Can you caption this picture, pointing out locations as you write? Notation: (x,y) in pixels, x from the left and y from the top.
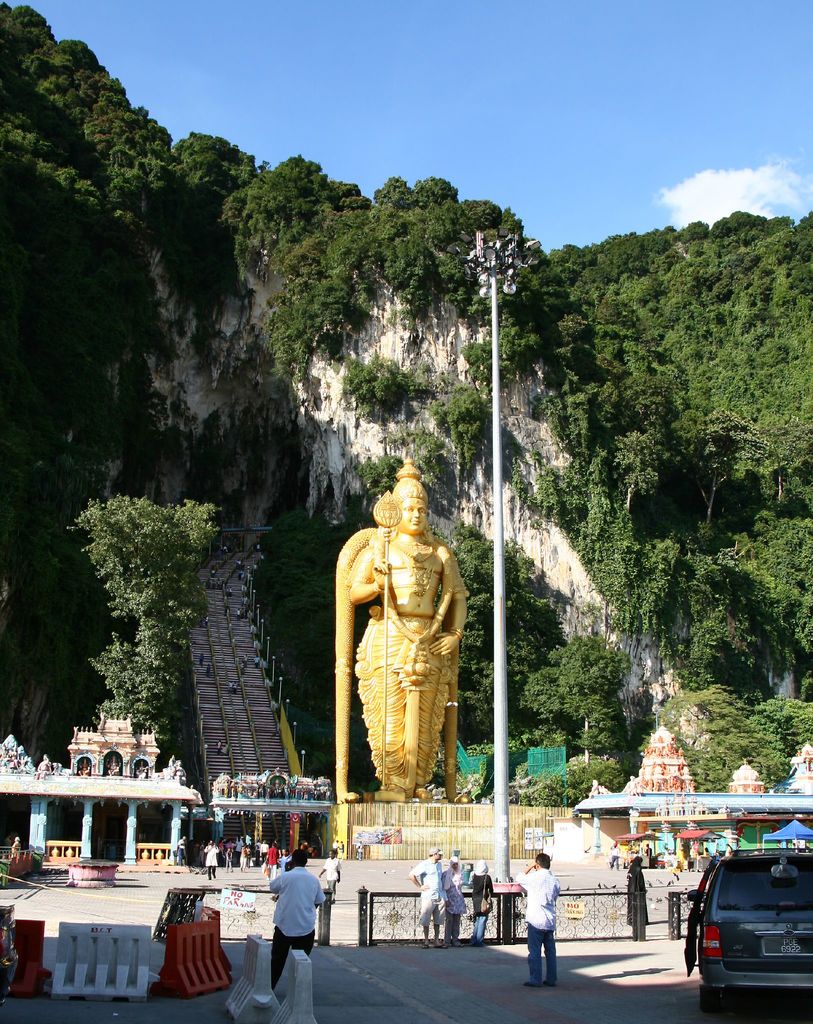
In this picture we can see a statue (404,690) on a platform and group of people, vehicle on the ground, here we can see fences (397,808), pole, arches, domes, steps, mountains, trees (475,746) and some objects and we can see sky (778,183) in the background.
